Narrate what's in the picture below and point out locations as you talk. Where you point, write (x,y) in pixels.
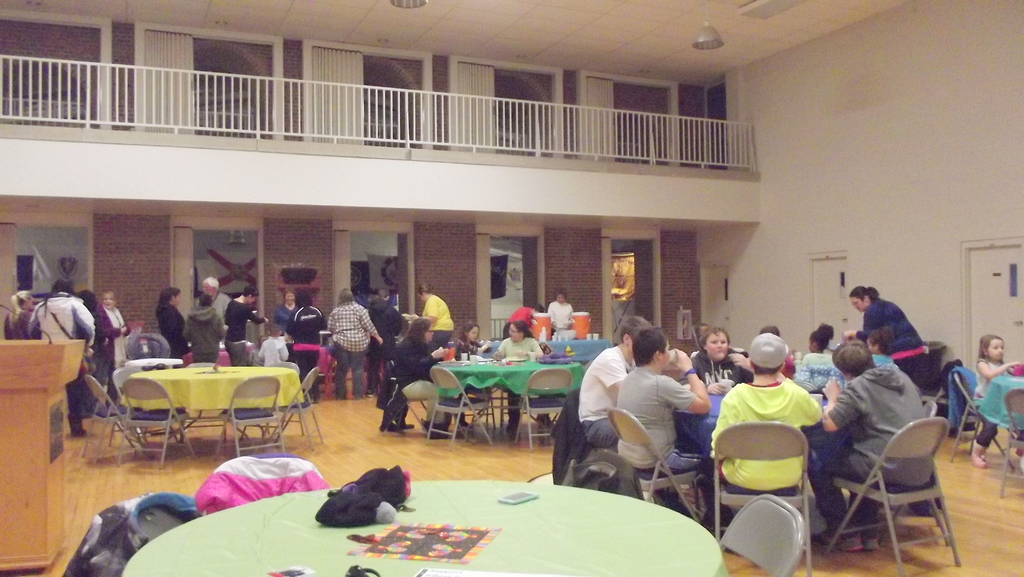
In this image there are group of people (414,362). There are phone (511,501), bag (371,511), bottles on the table (563,525). At the right side of the image (984,302) there are two doors (831,283) and at the top (705,36) there is a light (706,40), at the left (49,380) there is a podium (40,399).
